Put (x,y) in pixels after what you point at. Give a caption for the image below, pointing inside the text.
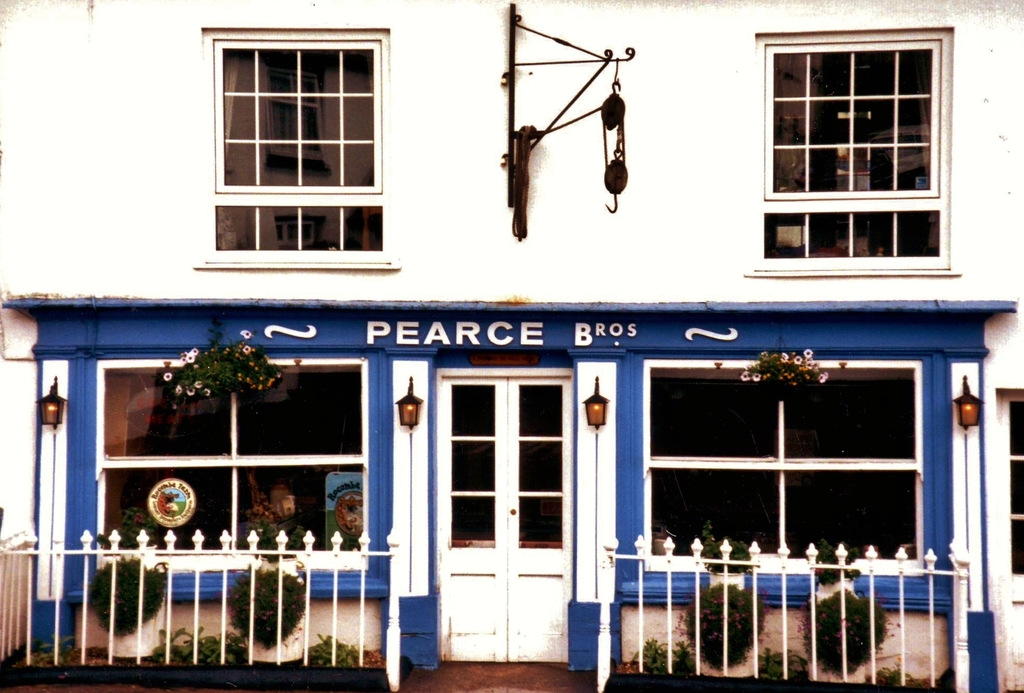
In this image we can see a building (545,284), on the building (475,277), we can see the text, there are windows (797,105), plants (852,645), doors (502,466), lights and railings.
